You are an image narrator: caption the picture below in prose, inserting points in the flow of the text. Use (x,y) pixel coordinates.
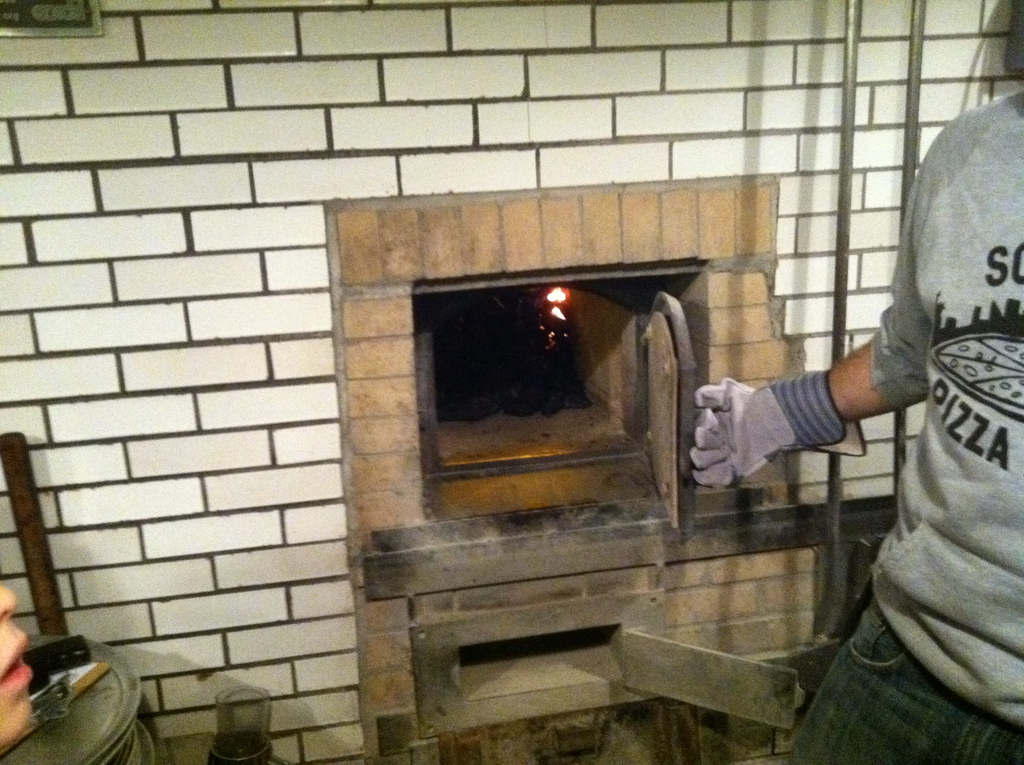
In this image we can see wall (581,112), hearth (533,280), rods (17,523), and few objects (47,677). On the right side of the image (938,429) we can see a person (962,355) who is truncated. On the left side of the image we can see face (9,741) of a person (9,722) which is truncated.
